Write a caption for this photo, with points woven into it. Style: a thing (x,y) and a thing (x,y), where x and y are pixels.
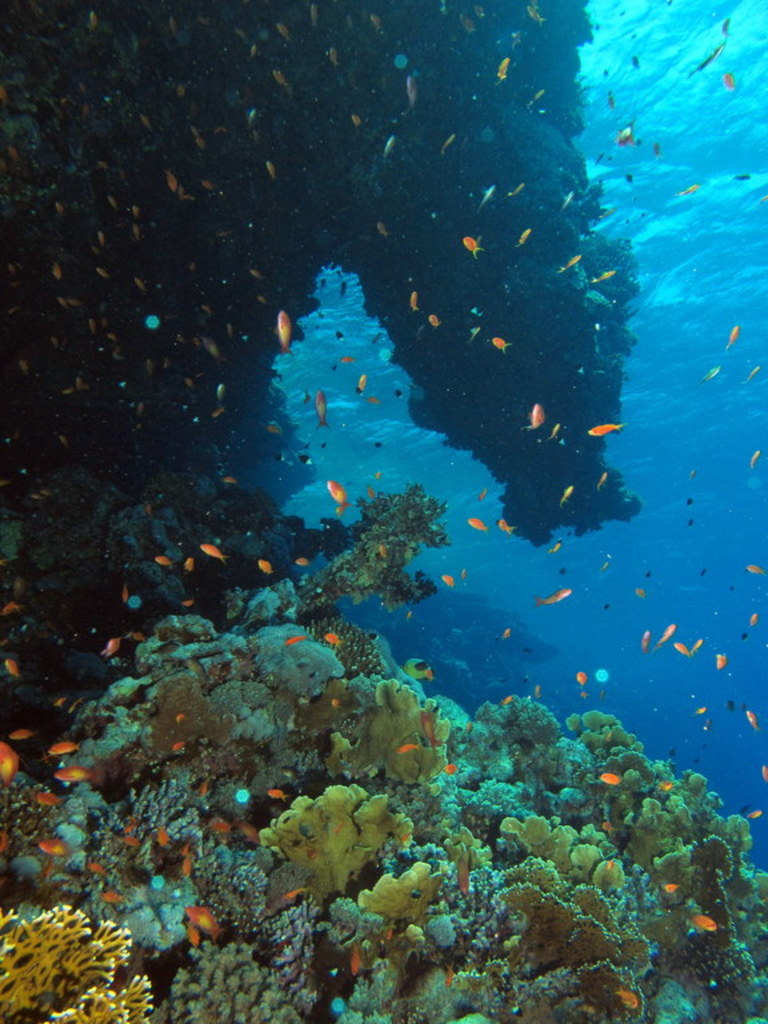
It is an underwater environment. In this image, we can see corals (294,813), water (714,136) and fishes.
